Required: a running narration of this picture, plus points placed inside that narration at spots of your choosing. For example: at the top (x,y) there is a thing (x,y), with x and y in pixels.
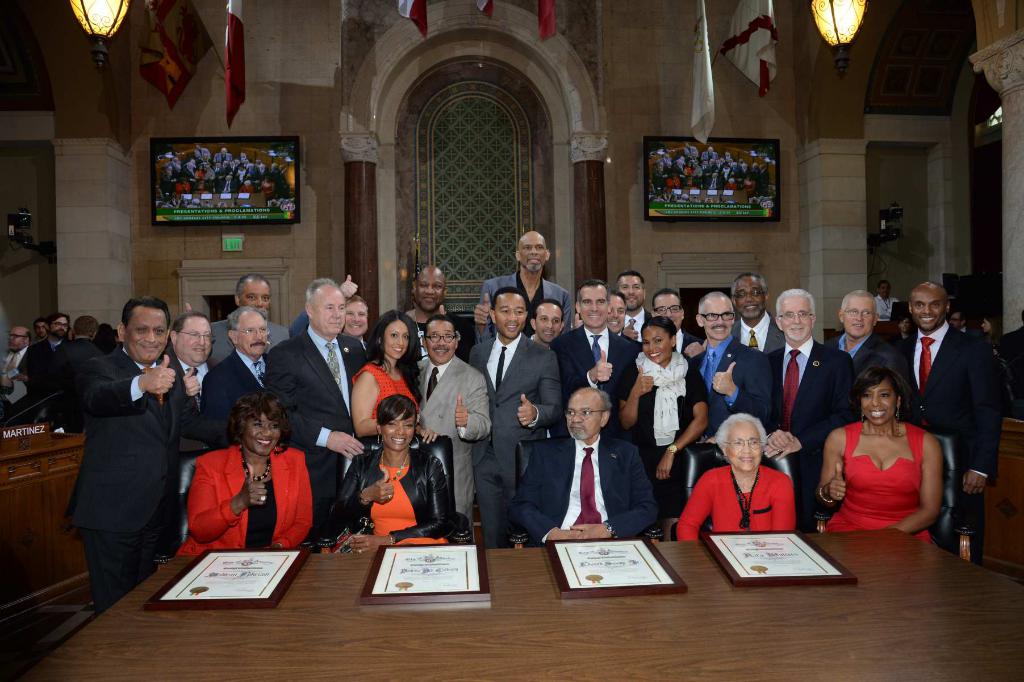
In this image there are some persons (456,374) standing as we can see in middle of this image (445,357). five persons (563,477) are sitting at bottom of this image (713,488) and there is a table (450,614) at bottom of this image (209,570) and there four frames (478,566) are kept on it. There is a wall (409,200) in the background (490,171). There are two televisions (220,187) are attached to this wall (489,238), and there are some lights (108,1) at top of this image (822,19).
